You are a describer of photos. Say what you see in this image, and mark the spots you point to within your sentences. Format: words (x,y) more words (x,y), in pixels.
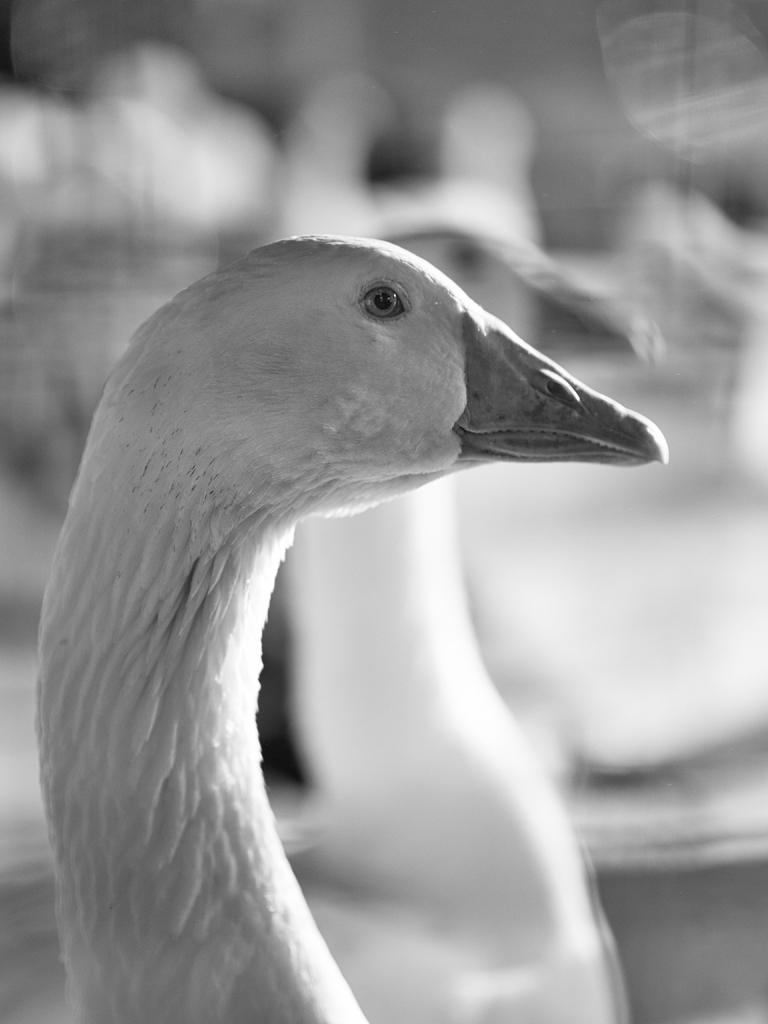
This is a black and white image, in this image there are ducks (397,869), in the background (371,7) it is blurred.
